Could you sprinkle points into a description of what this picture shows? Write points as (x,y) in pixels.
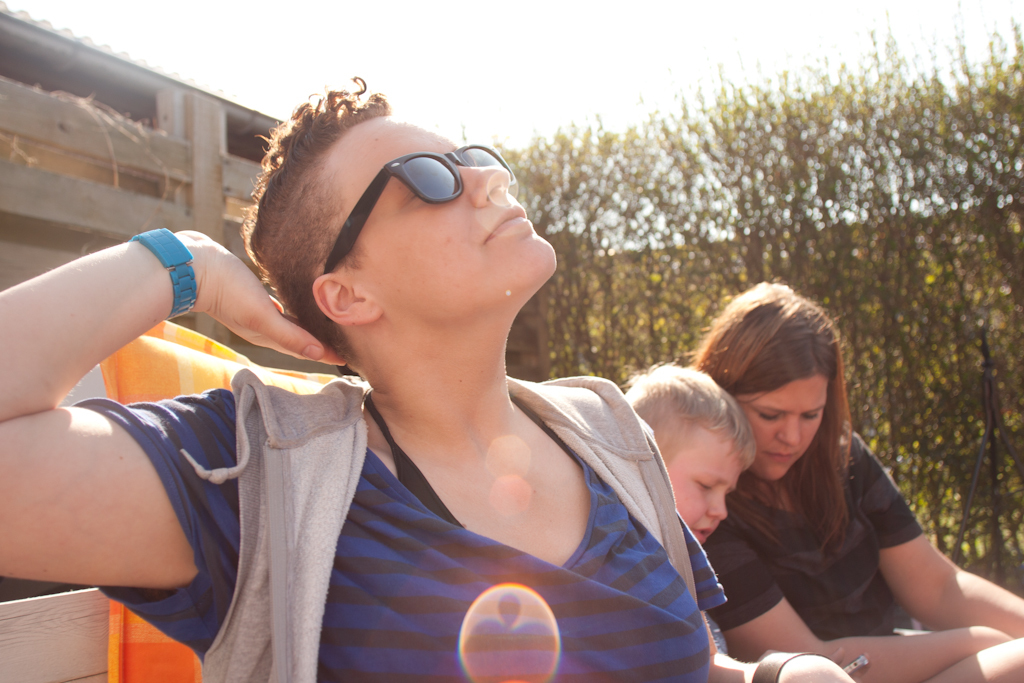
In the image I can see a person (348,469) who is wearing the spectacles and to the side there are two other people (835,530) and some plants (1002,215) to the side.
